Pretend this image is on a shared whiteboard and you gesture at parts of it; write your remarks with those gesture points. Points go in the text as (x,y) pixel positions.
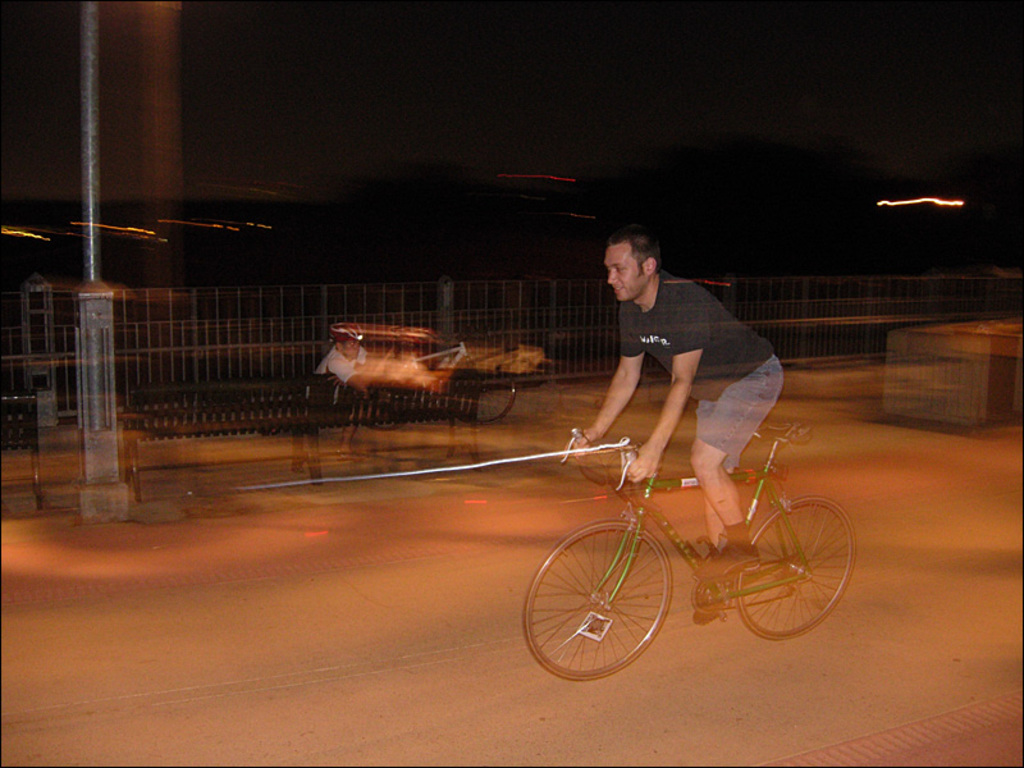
In this picture we can see a man (659,450) is riding a bicycle (565,579) on the road (307,587) and another man (346,373) is seated on the bench (366,410).
